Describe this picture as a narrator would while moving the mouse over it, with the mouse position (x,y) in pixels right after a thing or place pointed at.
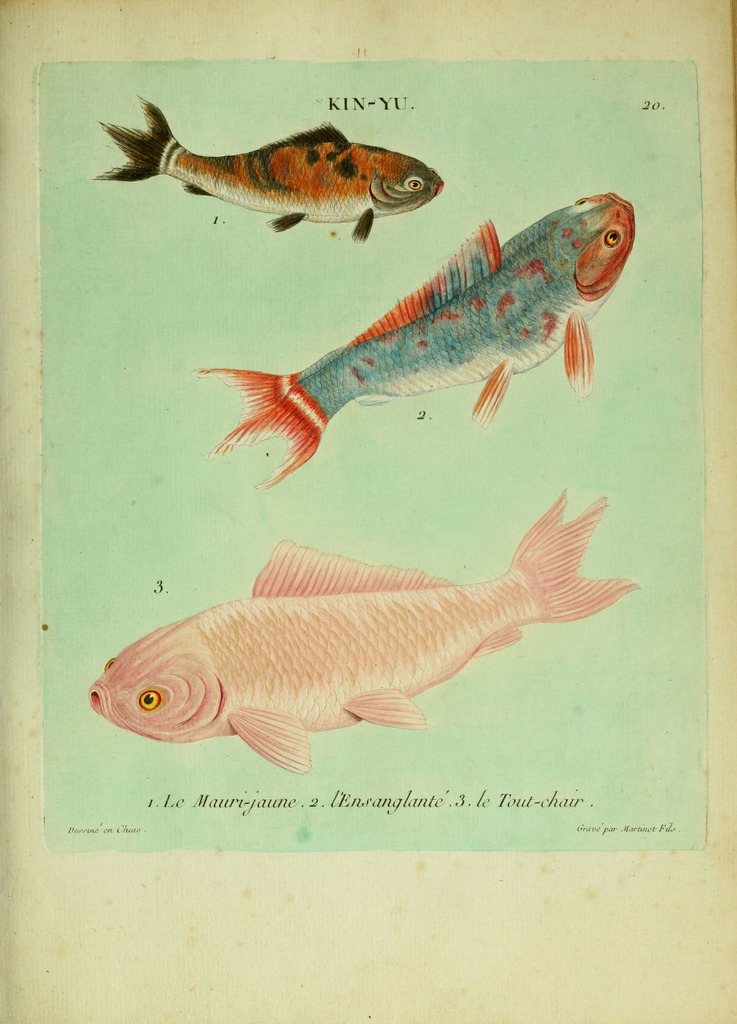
In the foreground of this poster, there are diagrams (327,182) of fishes (328,658) and text (485,799) is on the top (367,107) and the bottom.
